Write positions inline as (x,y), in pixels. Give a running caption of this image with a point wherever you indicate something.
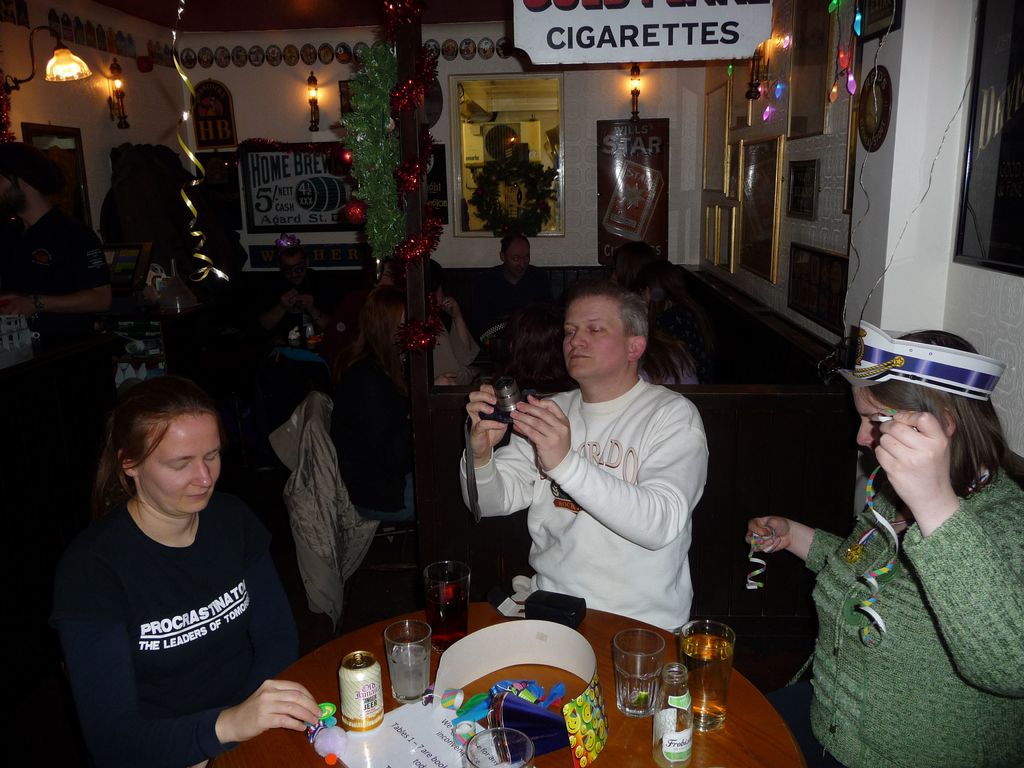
Front this three persons (584,542) are sitting on a chair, in-front of them there is a table (408,676), on this table (355,701) there are glasses (402,657), bottle (692,705), things (502,725) and tin (361,682). This man (581,528) is holding a camera (498,409). Light (59,75) is attached to wall (44,55). Poster (323,201) and mirror (467,130) is on wall (606,103). These are pictures (754,222) on wall (815,228). To this pillar (403,48) there are decorative items (410,181). These persons (518,338) are also sitting on chairs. This man (17,168) is standing.
